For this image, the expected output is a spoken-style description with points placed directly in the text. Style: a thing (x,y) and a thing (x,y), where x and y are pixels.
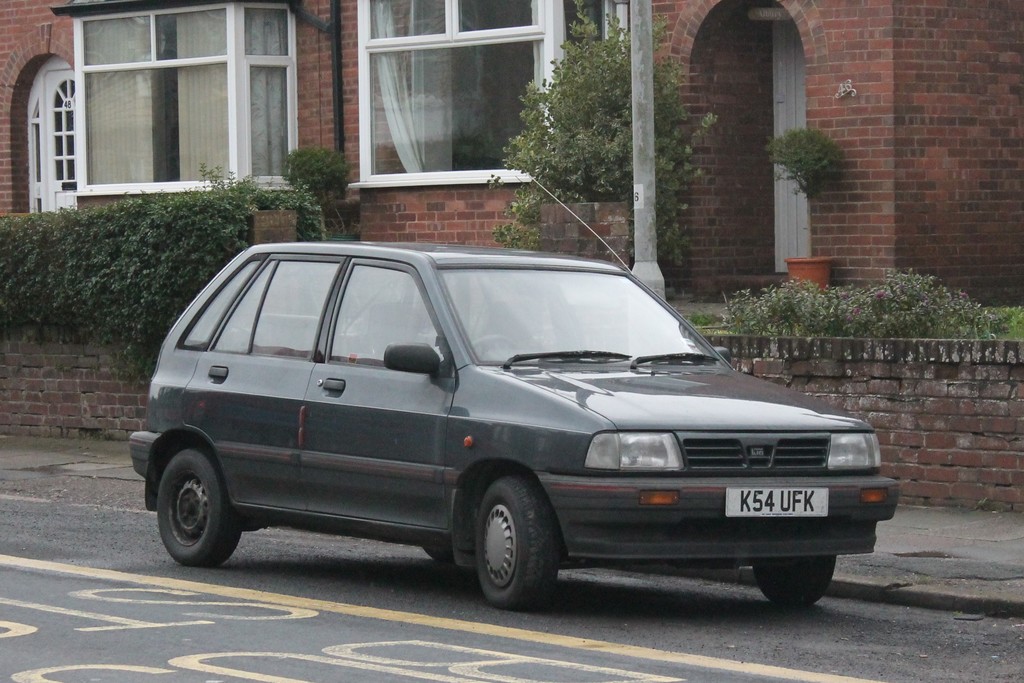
In this image there is a car (226,345) on the road (327,572). In the background (160,282) we can see windows (377,123), curtains (213,147), doors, pole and plants (115,317).
